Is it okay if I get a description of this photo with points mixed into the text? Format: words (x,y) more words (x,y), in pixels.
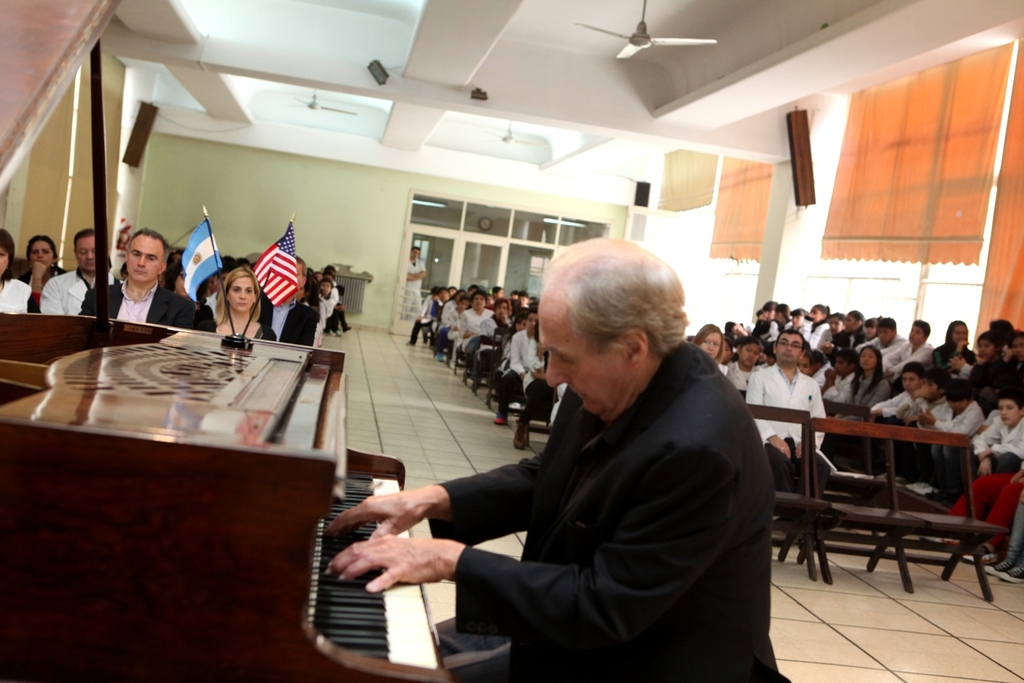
In this image i can see a group of people (535,359) are sitting on a chair (824,515) and the person (602,457) in the front (577,467) is playing a piano (285,523).
